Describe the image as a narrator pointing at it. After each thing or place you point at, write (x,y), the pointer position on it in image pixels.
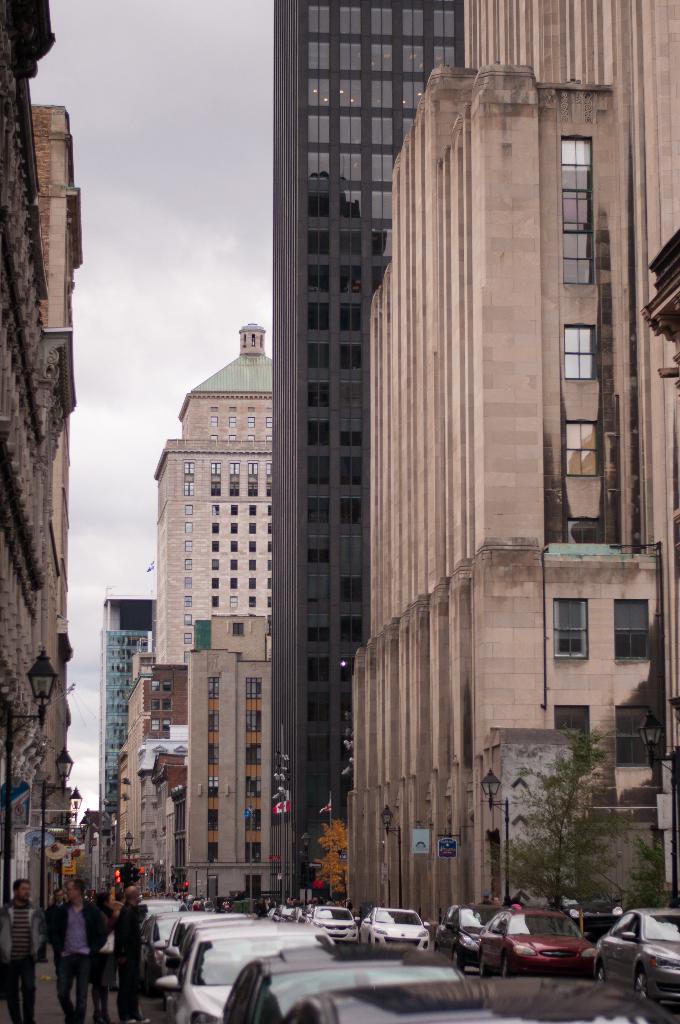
In this image we can see few buildings (308,666), few vehicles (341,968) in the middle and few people (97,941) beside the vehicles (160,954) and there are trees (571,834) in front of the buildings (257,827) and the sky (143,343) in the background (149,301).
